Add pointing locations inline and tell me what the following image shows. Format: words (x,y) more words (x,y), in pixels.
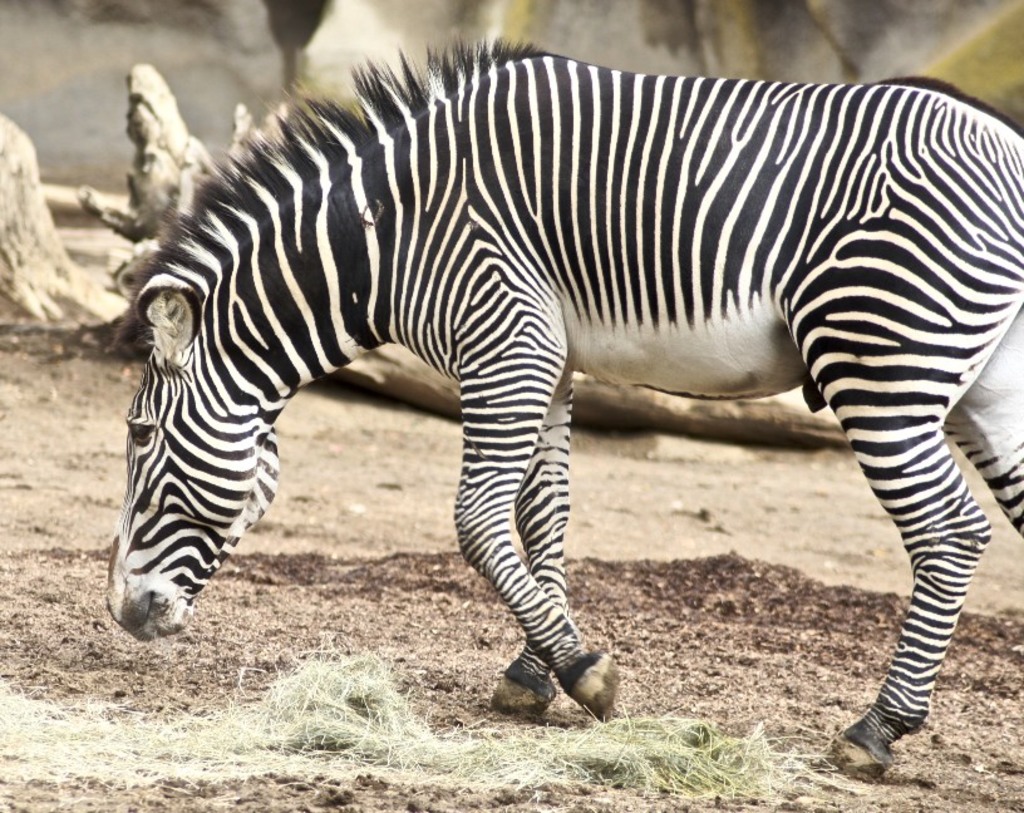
In this image, we can see an animal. We can see the ground (394,613) and some grass (266,703). In the background (942,18), we can see some objects (957,41).
